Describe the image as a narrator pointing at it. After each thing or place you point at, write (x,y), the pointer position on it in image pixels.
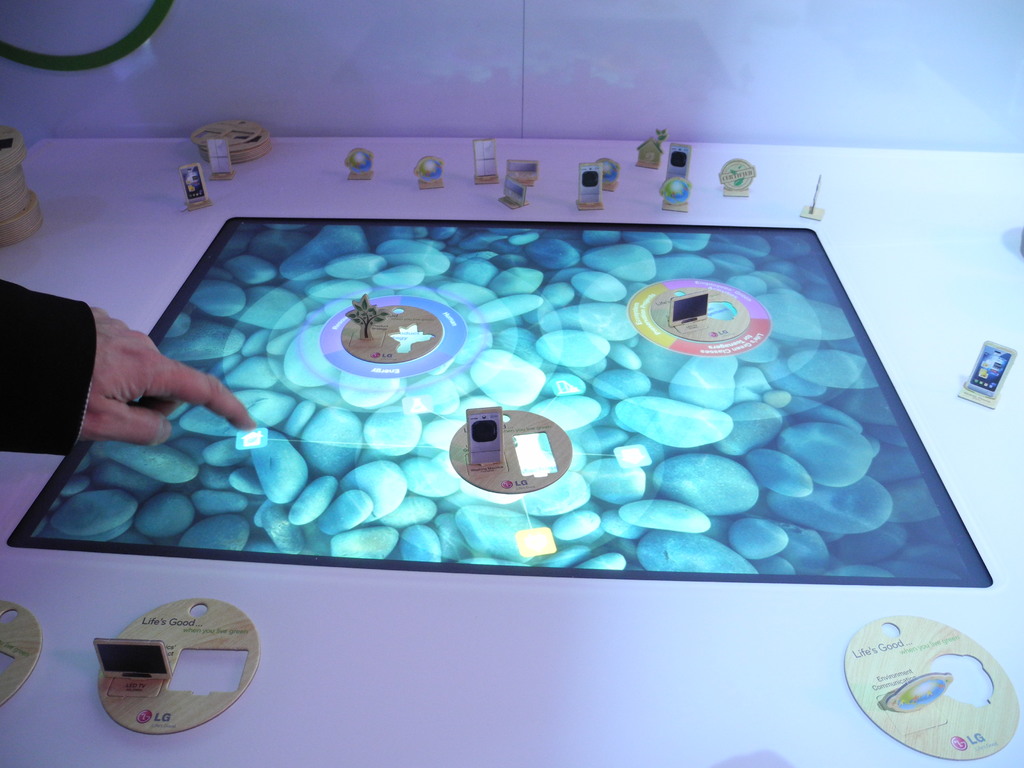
In this image in the center (375,498) there is a screen (764,507). On the screen (373,482) there are objects (414,361) and on the left side (121,365) there is a hand (107,363) of the person (78,359). In the background (230,149) on the table (636,168) there are objects (182,179).
